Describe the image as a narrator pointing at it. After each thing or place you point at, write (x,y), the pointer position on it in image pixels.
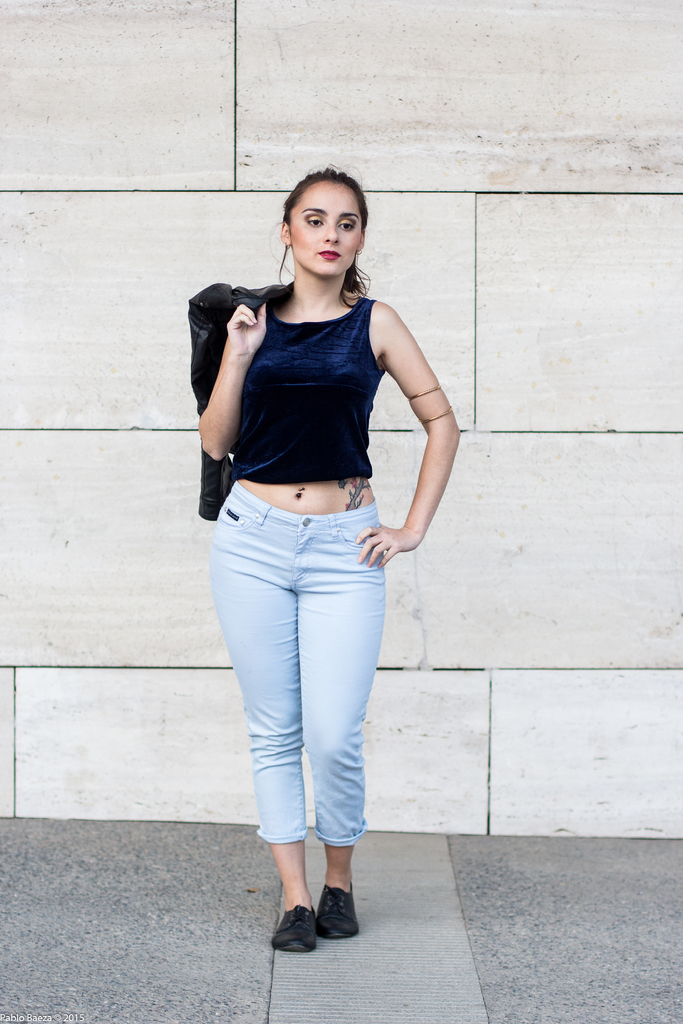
In the middle of the image (349,643) a woman (349,835) is standing, watching and holding a jacket (264,301). Behind her we can see a wall (423,574).
